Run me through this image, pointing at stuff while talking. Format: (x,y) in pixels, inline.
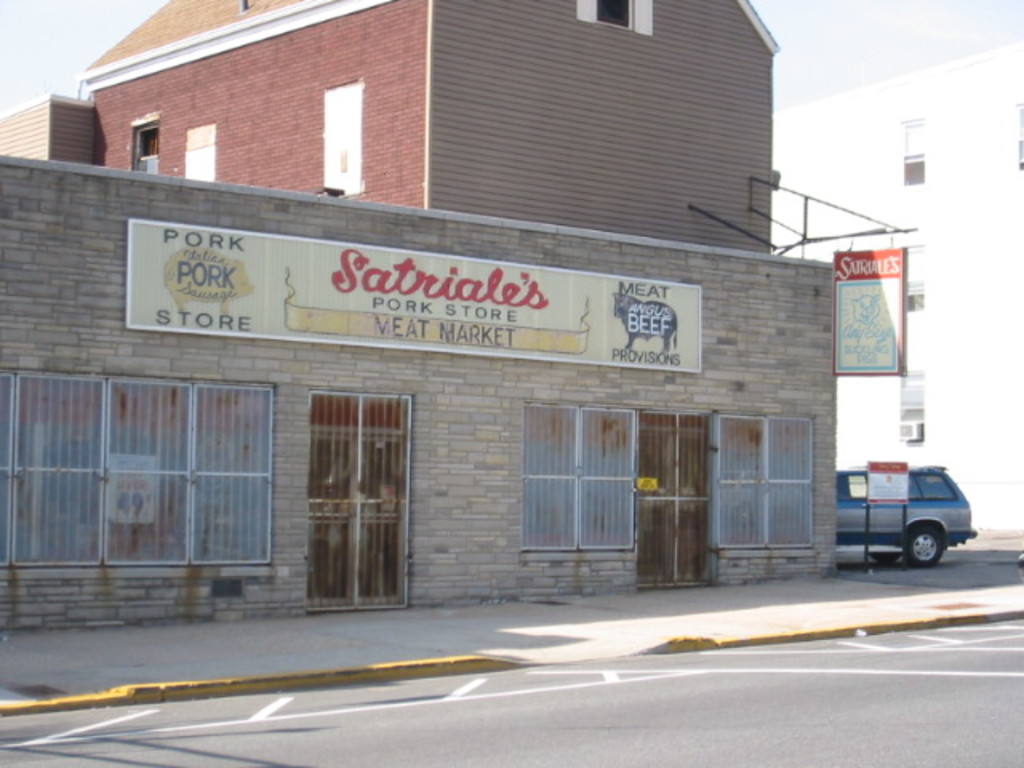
In this image we can see stone building (237,545), boards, a stone building (83,270), another building (964,469) here and the sky (937,24) in the background (83,39).
